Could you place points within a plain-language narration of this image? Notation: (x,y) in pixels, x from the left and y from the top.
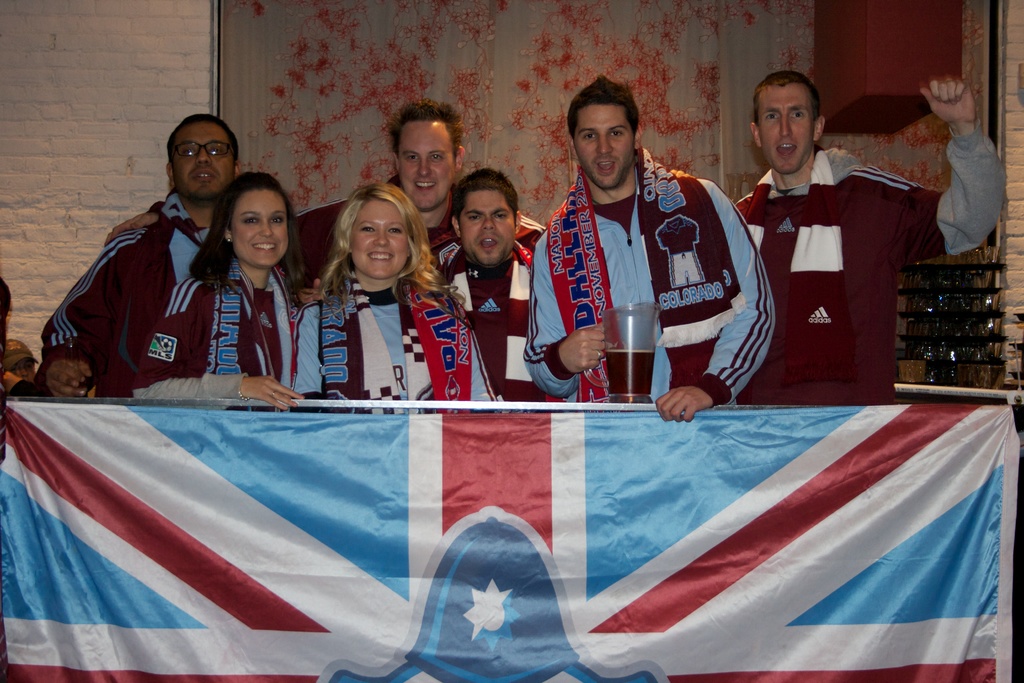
In this picture there are people (509,375) those who are standing in the center of the image (372,375) and there is a flag (274,451) at the bottom side of the image (414,502) and there is a small rack (985,317) and a curtain (321,1) in the background area of the image (317,40).
